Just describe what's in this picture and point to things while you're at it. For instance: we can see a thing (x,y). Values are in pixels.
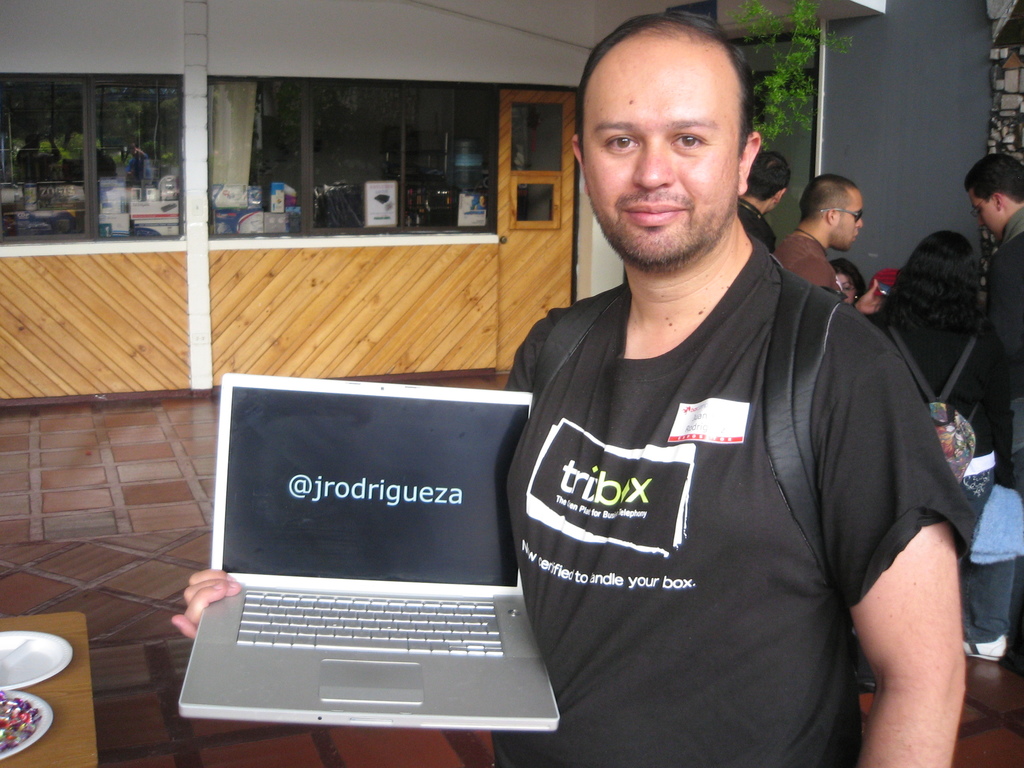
Here in this picture, in the front (559,325) we can see a man (573,364) standing over a place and he is carrying a bag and holding a laptop (439,495) in his hand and smiling and behind him we can see other number of people (878,321) standing over a place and on the left side (74,696) we can see a table (74,696), on which we can see plates (41,669) present and behind him in the far we can see a store (180,241), in which we can see number of things (463,207) present and we can also see a plant (800,112) present.
